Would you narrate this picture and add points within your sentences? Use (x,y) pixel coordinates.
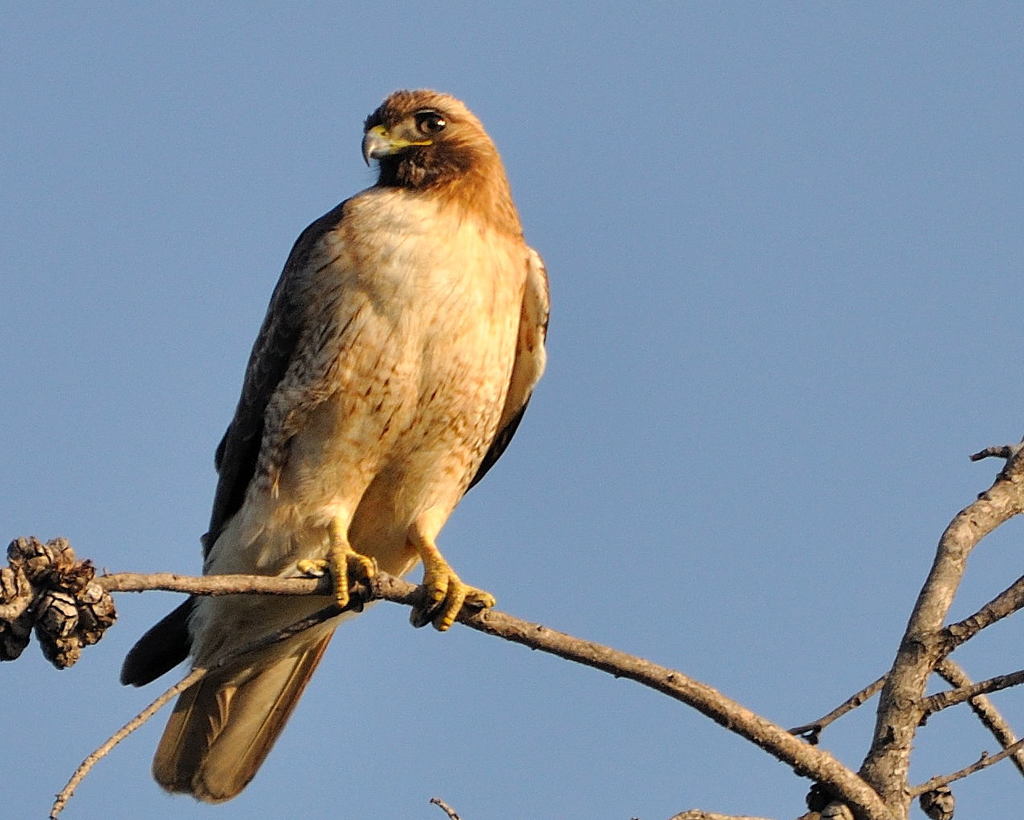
In this picture I can see the stems (930,615) in front and I can see a bird (359,323), which is on a stem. In the background (366,712) I can see the clear sky (54,35).
